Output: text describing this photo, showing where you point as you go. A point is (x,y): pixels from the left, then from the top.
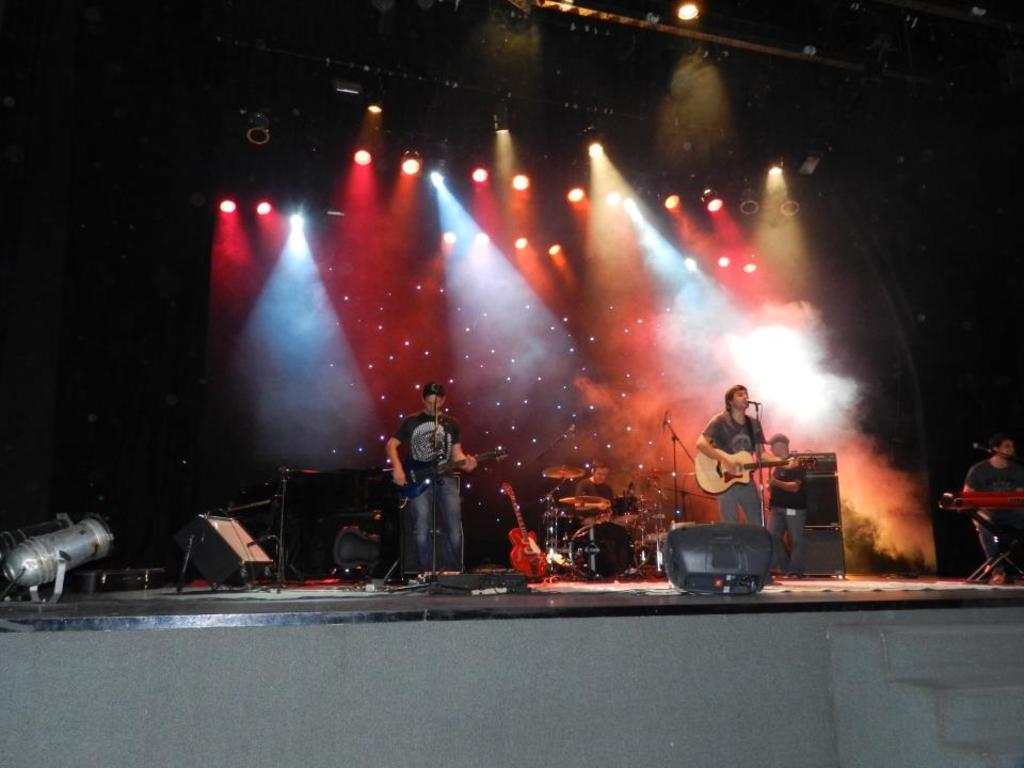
In this image, there are five people (1012,518). This image is clicked in a concert. In the middle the man (730,511) is playing guitar (746,465) and singing. To the right (995,531), the man (995,517) is playing piano (994,495). To the left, the man (420,525) is playing guitar (418,489). In the background (321,280), there are lights (368,199).
